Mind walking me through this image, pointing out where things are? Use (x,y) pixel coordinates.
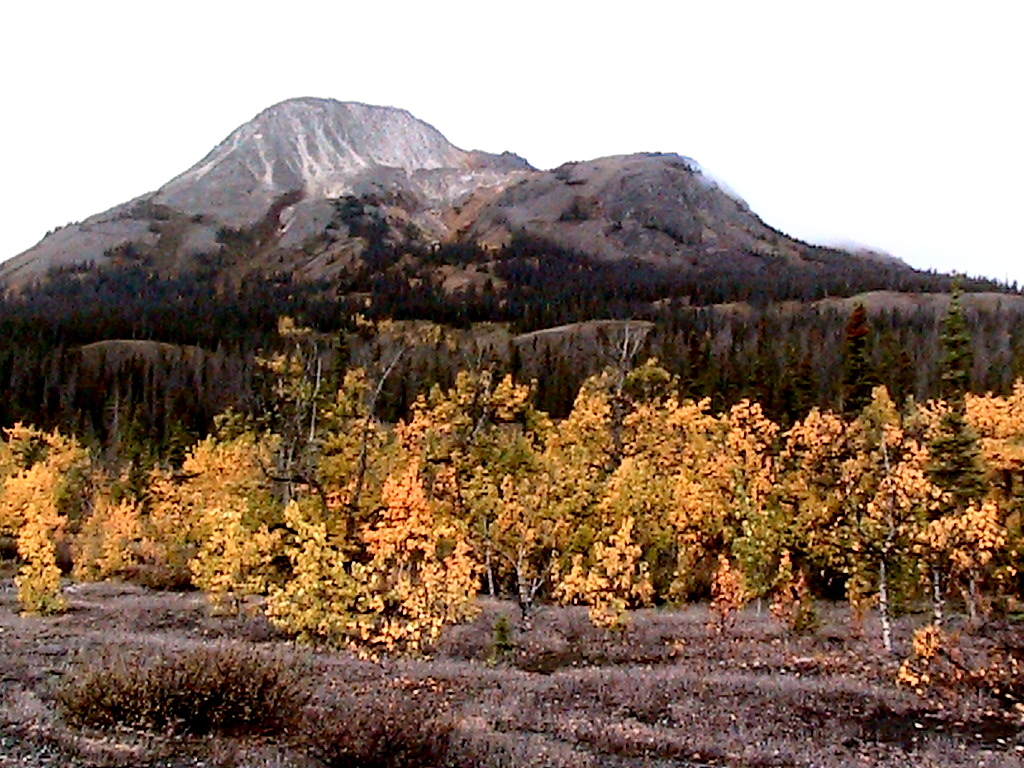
In this image I can see the trees (433,539) which are in yellow and green color. In the background (426,221) I can see the mountains (317,135) and the white sky (275,88).
